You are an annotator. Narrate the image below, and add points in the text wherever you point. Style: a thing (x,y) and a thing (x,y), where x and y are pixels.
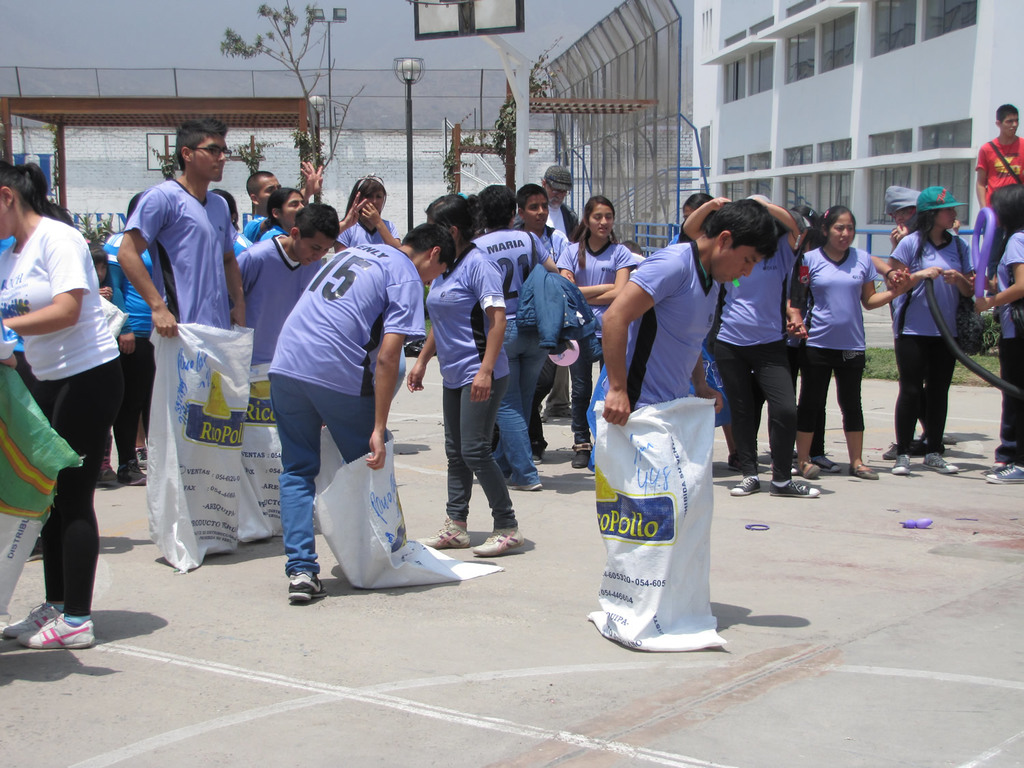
There are persons (808,294) in violet color t-shirts (405,293), some of them, wearing covers (624,553). On the left side (88,541), there is a woman (84,562) in white color t-shirt (63,358), holding a cover (37,491). In the background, there are persons (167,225) in violet color t-shirts (1003,265), standing on the ground (114,558), there is a net (573,152), lights (339,19) attached to the poles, there is a white color building (786,142) and there is a pole (494,48).
